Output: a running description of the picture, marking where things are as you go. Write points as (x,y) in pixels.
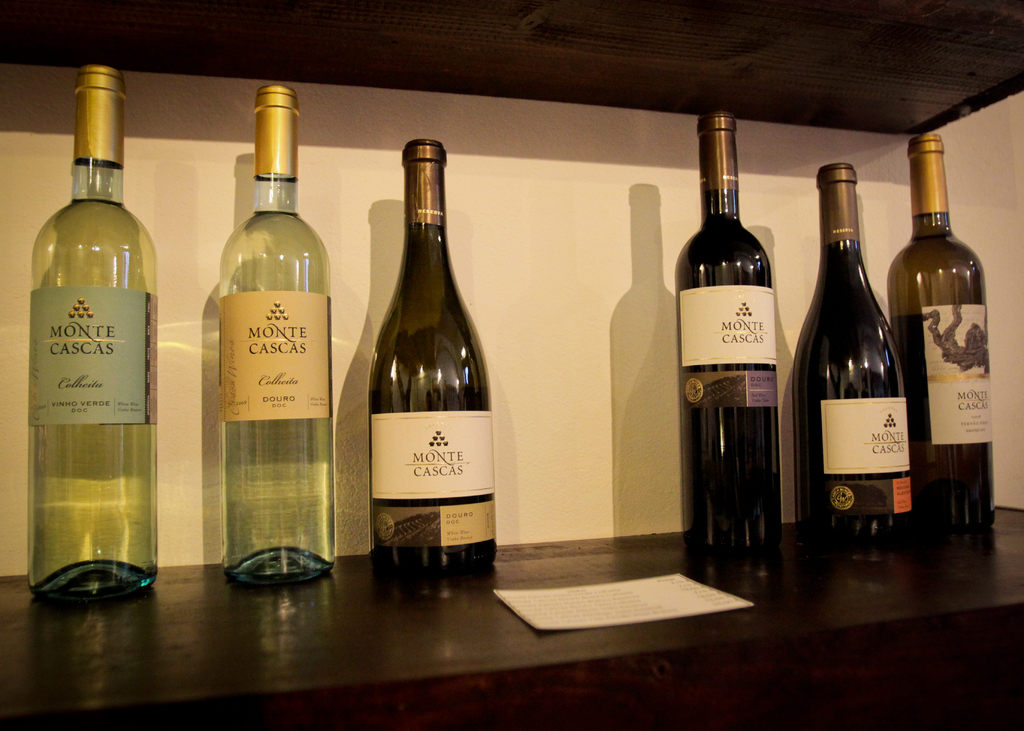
In this picture there are some wine bottles (98,80) placed and there is a card (628,596) placed in the shelf (499,599).
